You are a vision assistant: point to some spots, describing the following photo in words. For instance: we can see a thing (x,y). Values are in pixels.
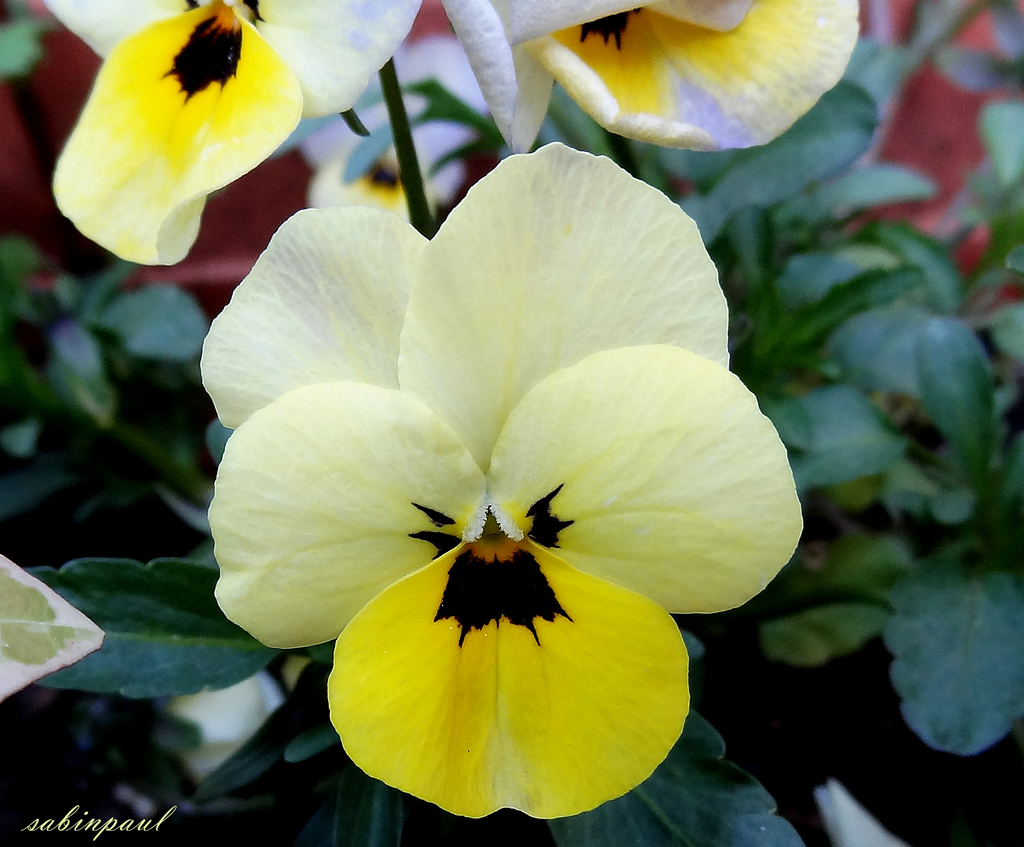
In the picture we can see some plants (1004,670) and flowers (373,699) to it which are yellow in color.
